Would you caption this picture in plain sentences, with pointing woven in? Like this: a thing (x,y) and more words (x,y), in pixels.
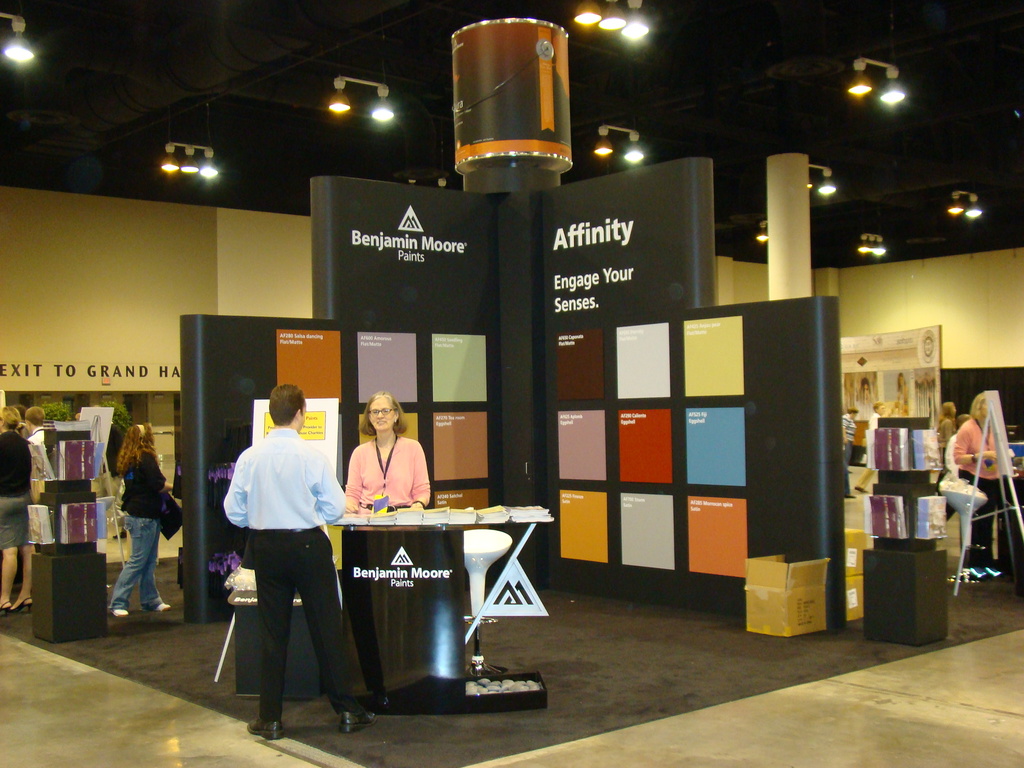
In the given image we can see there are many people (123,590). This is a podium (392,595) and chair (477,579). There are lights (623,21) above. This is a box (787,583).
